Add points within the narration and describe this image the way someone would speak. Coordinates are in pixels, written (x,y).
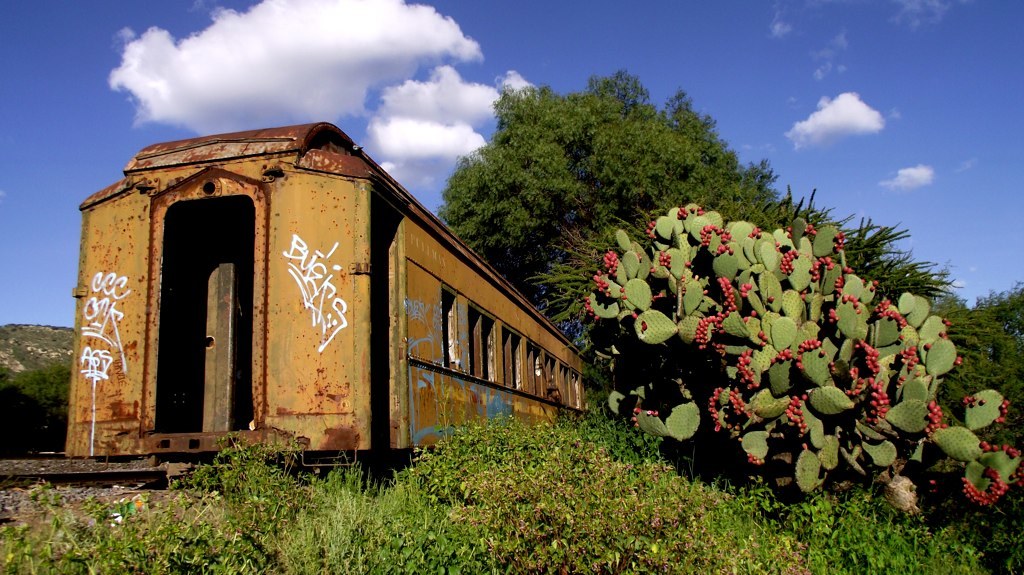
In this image, we can see a train compartment (372,366), few plants (743,413), trees (899,260). Background (1010,47) there is a sky (671,54).
